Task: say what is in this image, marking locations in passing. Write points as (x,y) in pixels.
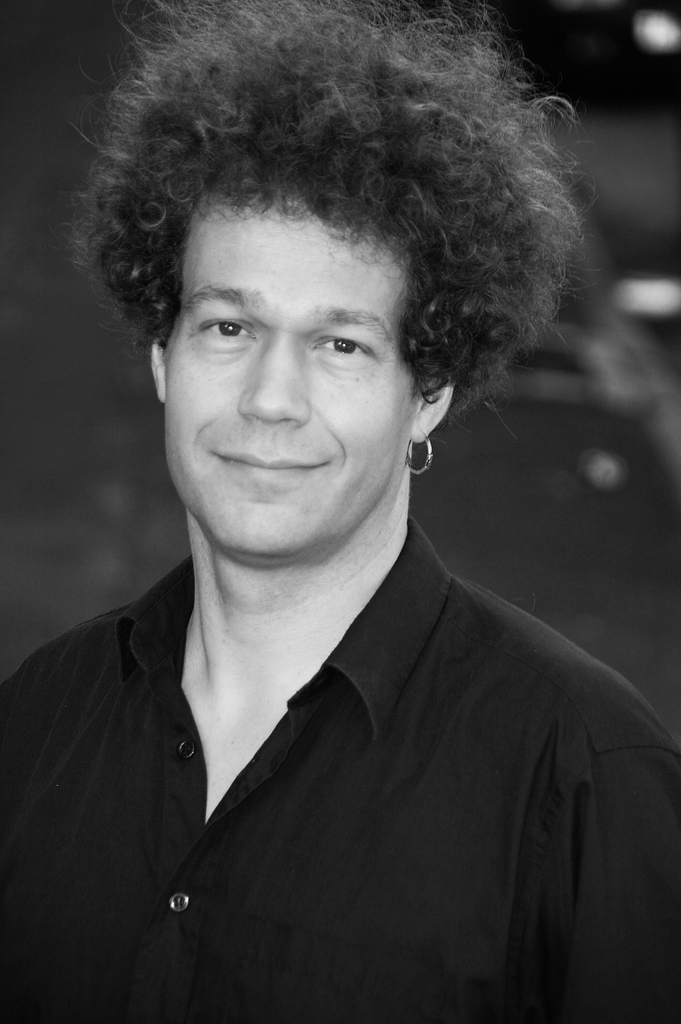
In this image we can see a man (284,482) smiling.
